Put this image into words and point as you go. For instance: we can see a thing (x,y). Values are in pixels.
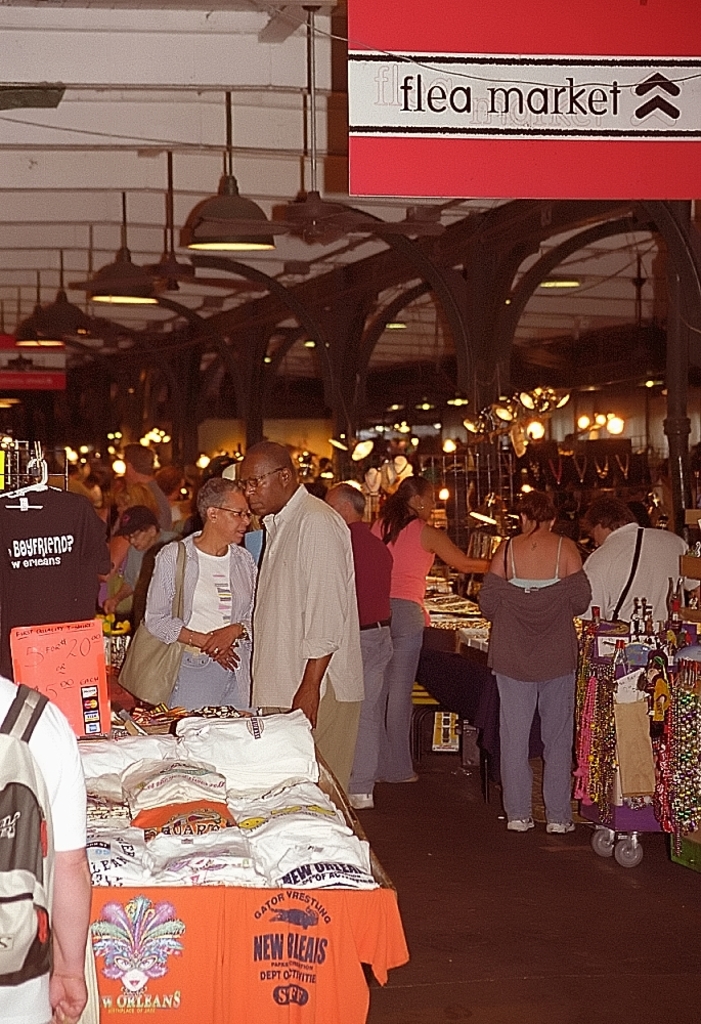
In front of the image there is a box (284,849) filled with clothes (303,866). There are a few people (346,527) standing. Beside them there are tables (183,735). On top of it there are some objects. On the right side of the image (668,730) there are a few objects (585,760) on the hangers (692,791). There is a board (560,105) with some text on it. On top of the image (53,309) there are lights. In the background of the image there is a wall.
